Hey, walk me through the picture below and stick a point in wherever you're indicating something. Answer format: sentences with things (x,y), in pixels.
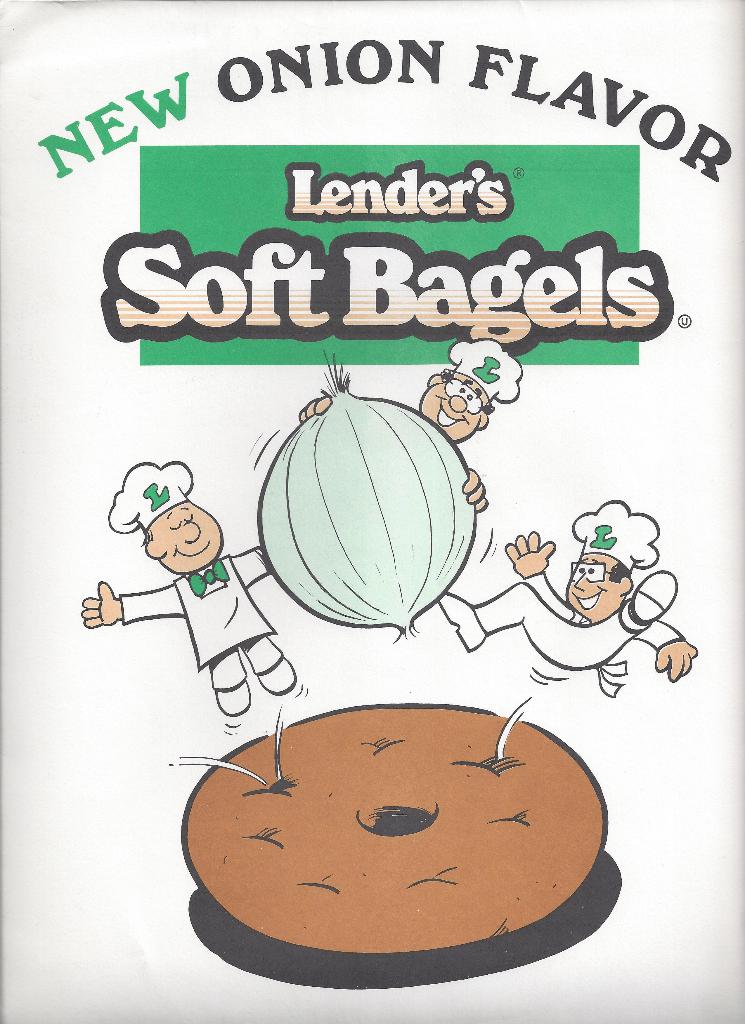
In this image we can see a poster (363,436). On poster (518,657) we can see few people (526,583), few objects (351,569) and some text (480,61) printed on it.
